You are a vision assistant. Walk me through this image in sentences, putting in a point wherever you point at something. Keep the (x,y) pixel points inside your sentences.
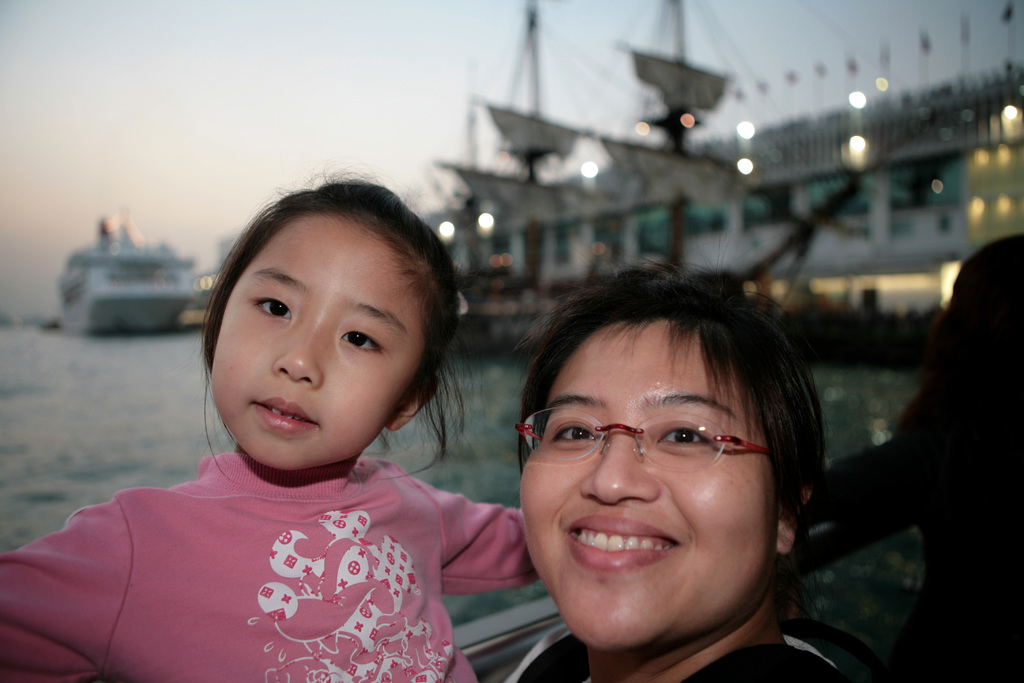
In the foreground (315,441) I can see three persons (746,383) near the fence (825,522). In the background (871,580) I can see boats (544,297) in the water (7,344), buildings (703,242), lights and the sky (339,153). This image is taken may be in the ocean (871,580).
